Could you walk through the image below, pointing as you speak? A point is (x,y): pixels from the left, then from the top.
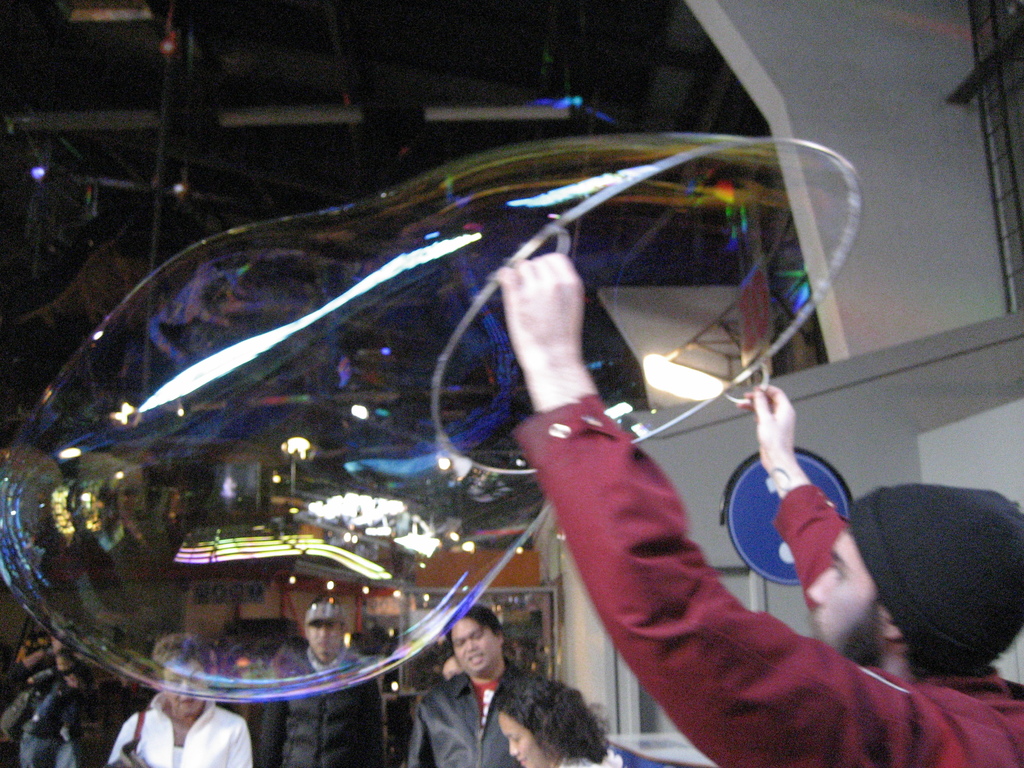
In this picture we can see a man (680,507) holding an object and there is an air bubble (379,498). In the background (554,718) we can see crowd (530,705). This is a wall (950,355) and there are lights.
